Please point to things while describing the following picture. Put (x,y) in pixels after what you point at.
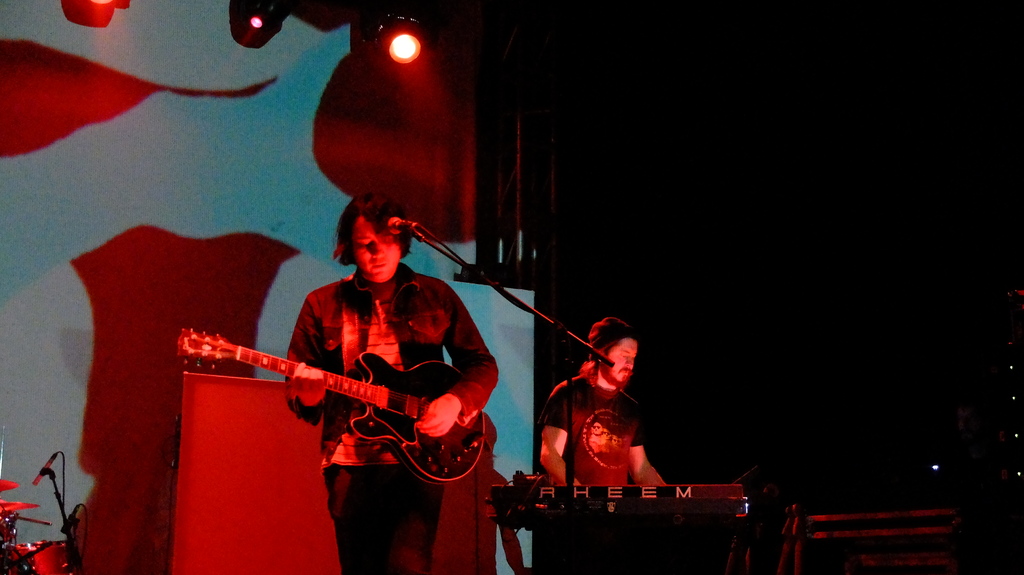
In this image I can see two men (389,305) are standing and here I can see one of them is holding a guitar (440,391). I can also see few lights (394,17), a drum set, a mic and I can see this image is in dark from background (708,462).
